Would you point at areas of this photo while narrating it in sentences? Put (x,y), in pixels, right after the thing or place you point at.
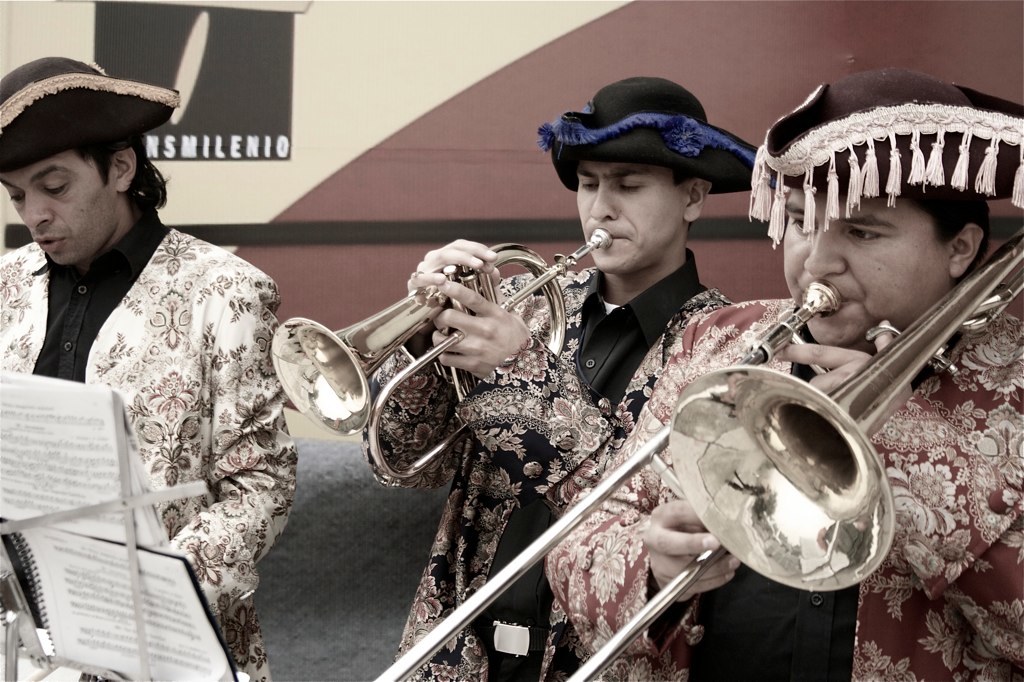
In the image we can see there are three men (568,313) wearing clothes (217,447), hat (60,124) and two of them are holding a musical instrument (514,567) in their hand (663,574). Here we can see the papers (76,601) and behind them there is a poster (340,94).
